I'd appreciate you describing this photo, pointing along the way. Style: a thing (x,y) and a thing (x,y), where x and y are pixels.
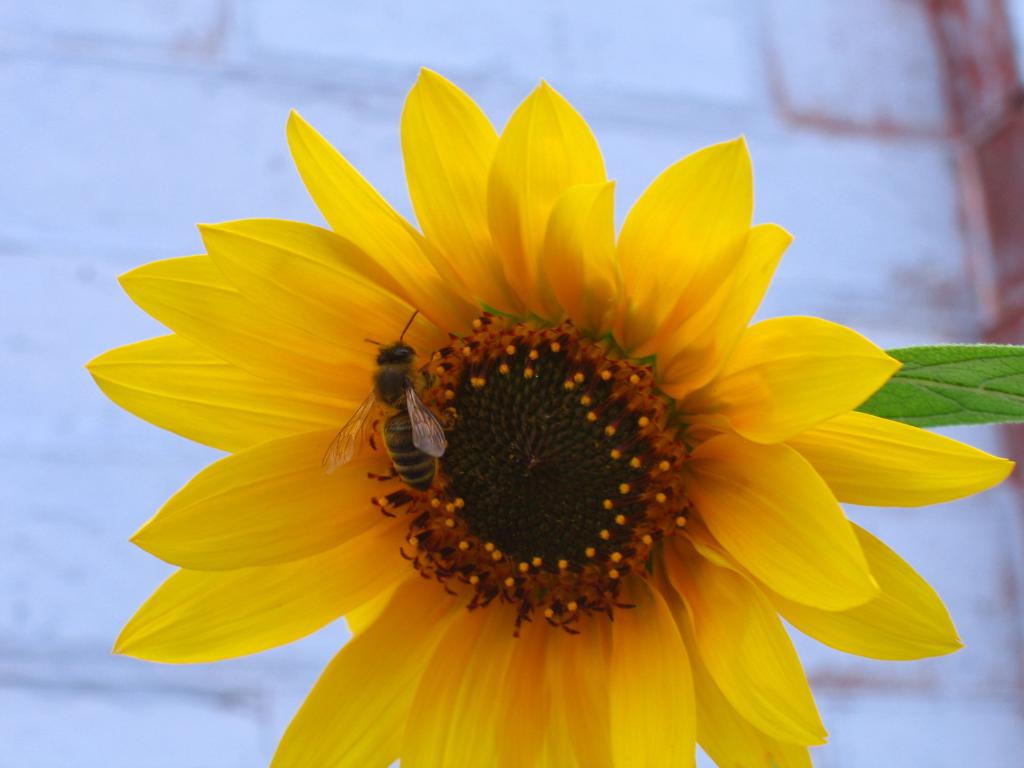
In this image I can see a sunflower (313,469) on which there is a bee (385,393). On the right side (947,395), I can see a leaf (894,379). In the background (330,92) there is a wall (695,99).
